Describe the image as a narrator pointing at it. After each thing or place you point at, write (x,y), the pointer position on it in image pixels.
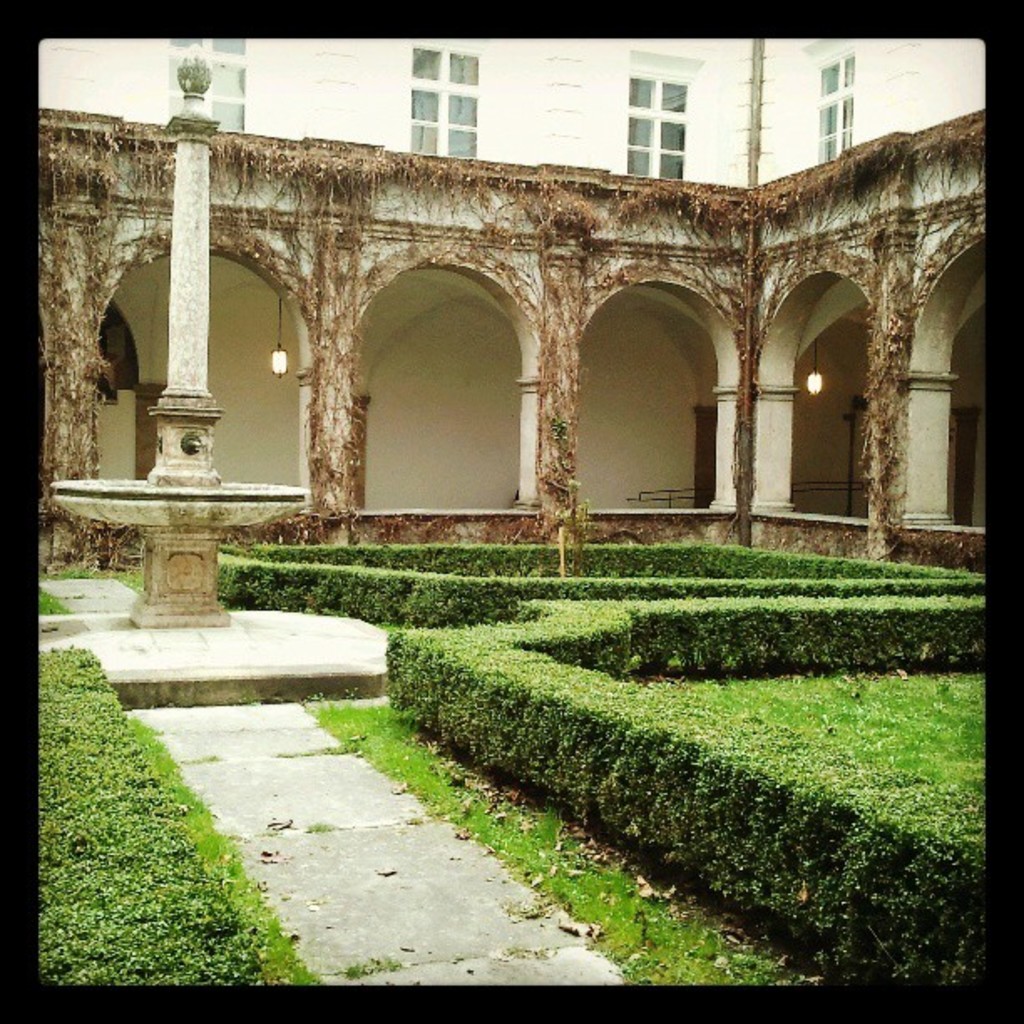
In this image in the front (113,831) there's grass (470,813) on the ground (501,834) and there are plants (634,734). In the center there is a pillar (190,417) and in the background (459,290) there is a building (297,265) and there are arches (445,277) and there are lights (285,355) hanging.
